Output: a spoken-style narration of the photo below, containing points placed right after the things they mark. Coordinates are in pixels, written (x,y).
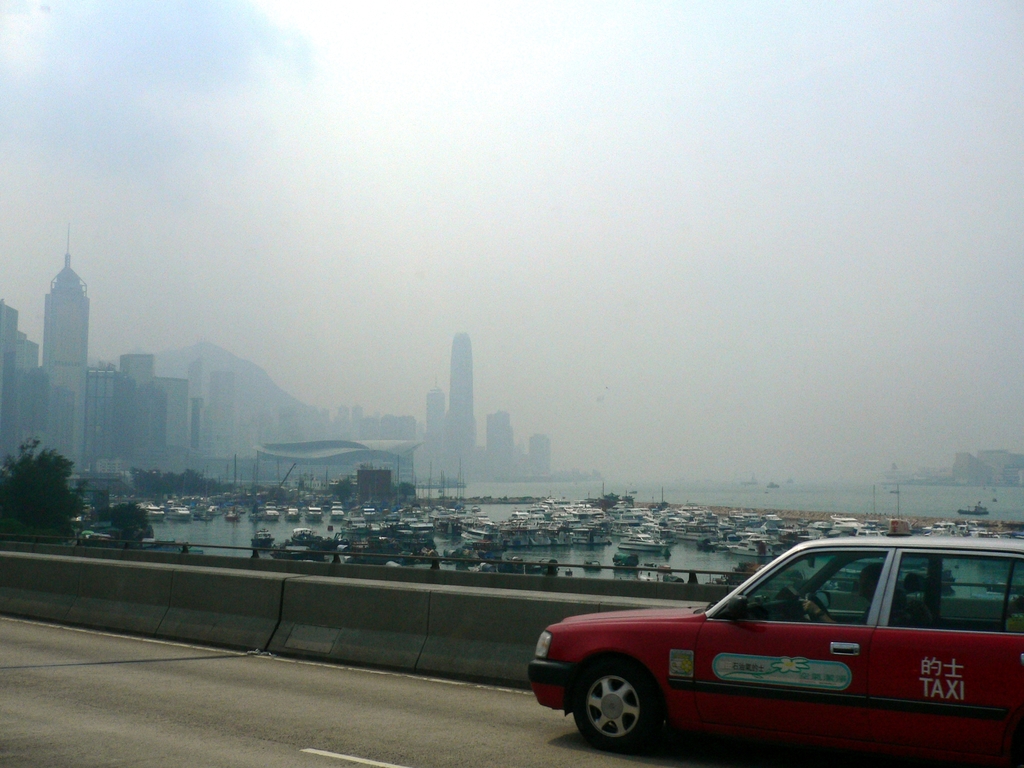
In this image I can see the car (581,697) on the road (338,710). It is in red color. To the side there is a railing (345,624). In the back (512,542) I can see many boats (455,518) and the water (172,528). To the left (8,484) there are trees (22,511). In the background (405,333) I can see many buildings (23,427) and the sky (456,227).
